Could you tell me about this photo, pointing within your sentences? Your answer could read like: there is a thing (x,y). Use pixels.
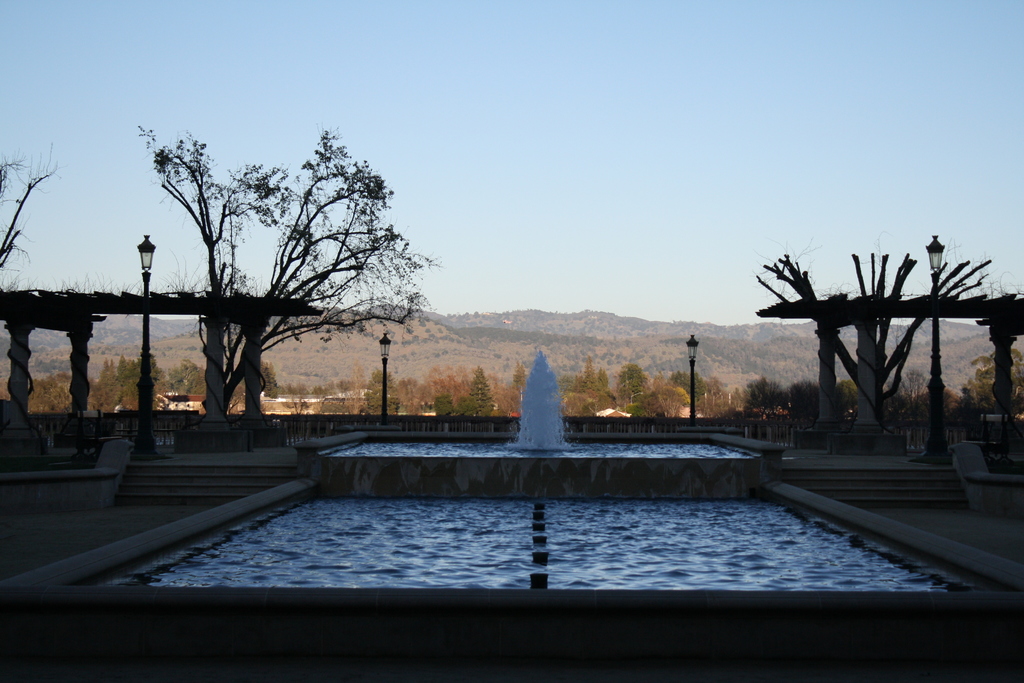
In this image, we can see the fountain (497,462). We can see some stairs (208,484) and trees (373,383). We can see some water (197,578). There are a few poles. We can see some pillars (82,374) with sheds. We can see some hills (62,366). We can see the ground (803,466) with some objects (106,476). We can see the sky (673,10).
